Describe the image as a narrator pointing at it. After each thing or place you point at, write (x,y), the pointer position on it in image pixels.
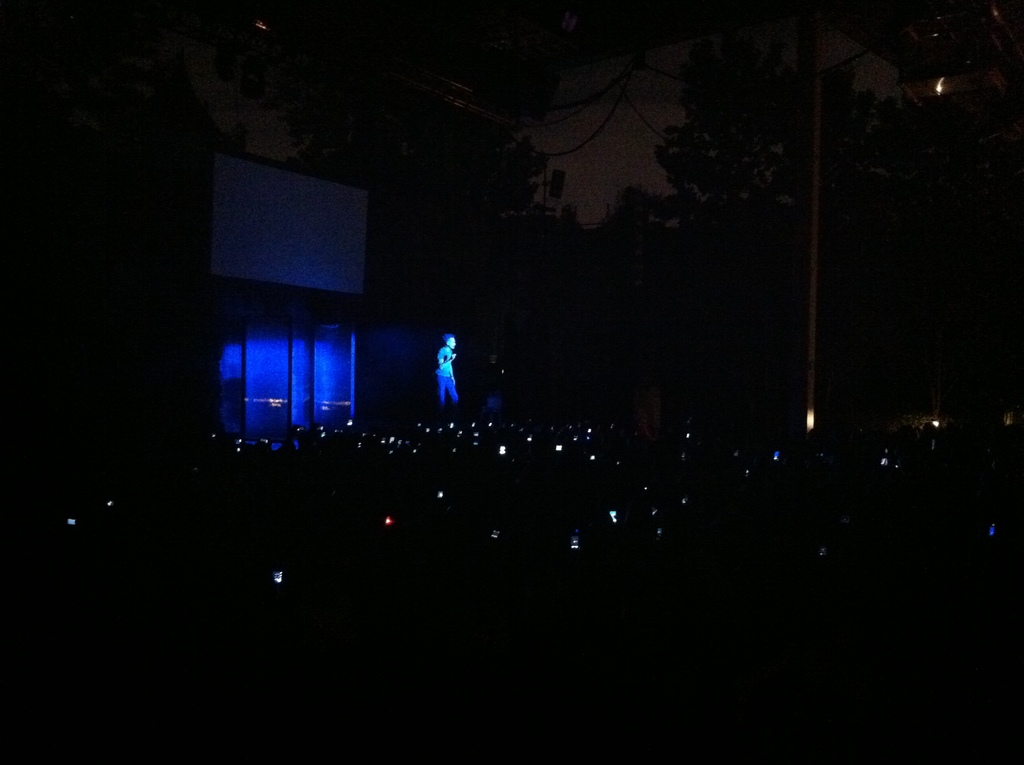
This image is taken in the dark where we can see a person (452,352) wearing clothes (448,382). Here we can see the blue color light (270,379), LED screen (349,241), electronic gadgets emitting light (615,511), trees (641,267) and the dark sky (606,184) in the background (606,184).
